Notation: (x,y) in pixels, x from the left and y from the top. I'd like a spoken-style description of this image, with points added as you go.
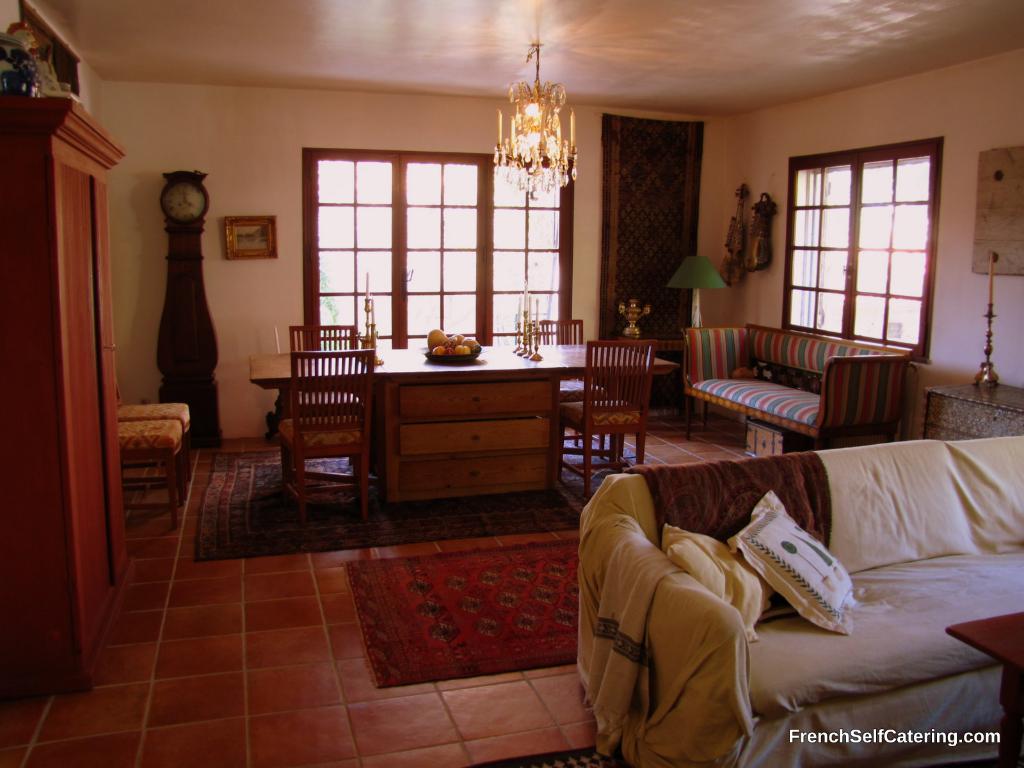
In this image I can see a table (277,362) and few chairs (307,408). Here in the background (192,253) I can see a clock (192,236) and a frame (265,255) on this wall (277,178). I can also see few sofas (831,483) and cushions (742,544).
